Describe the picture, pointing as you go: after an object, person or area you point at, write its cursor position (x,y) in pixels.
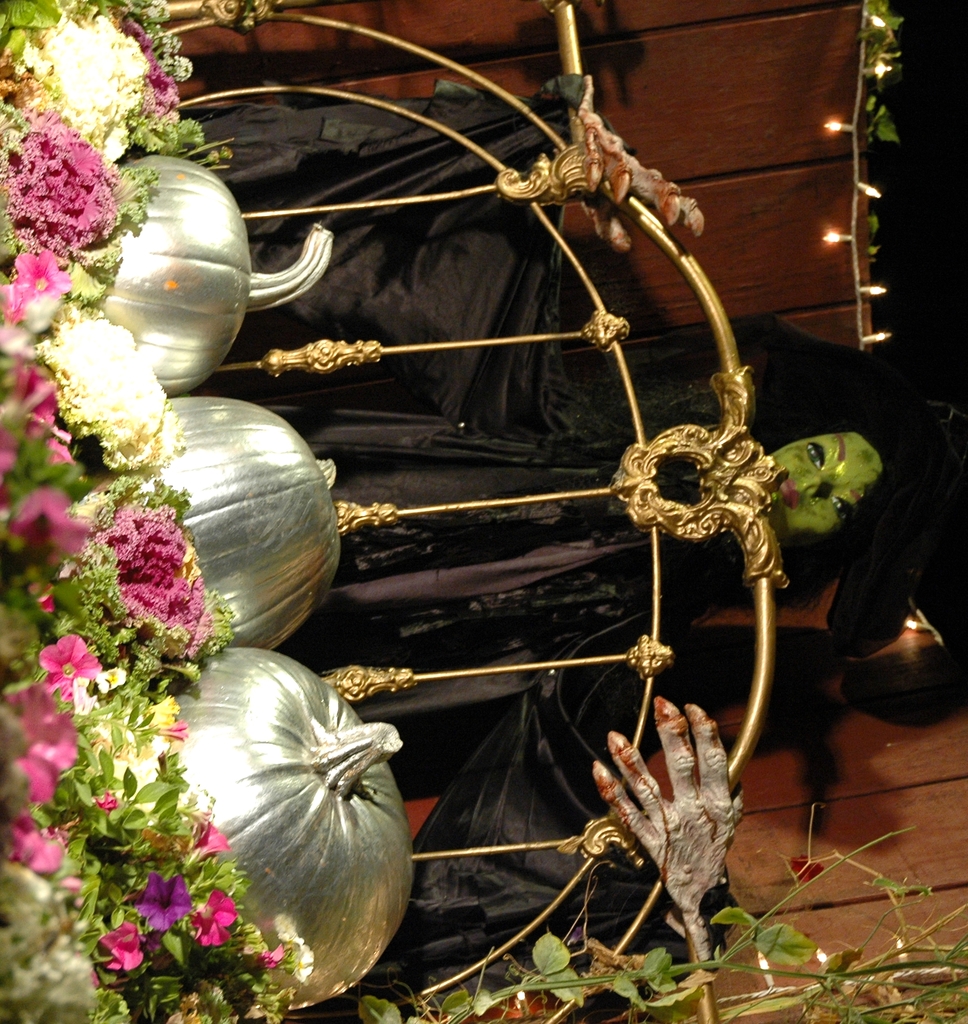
In this image there are pumpkins (172,274), rods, statue (734,567), decorative lights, flower plants (98,899), leaves (544,945), wooden wall (891,815) and objects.
